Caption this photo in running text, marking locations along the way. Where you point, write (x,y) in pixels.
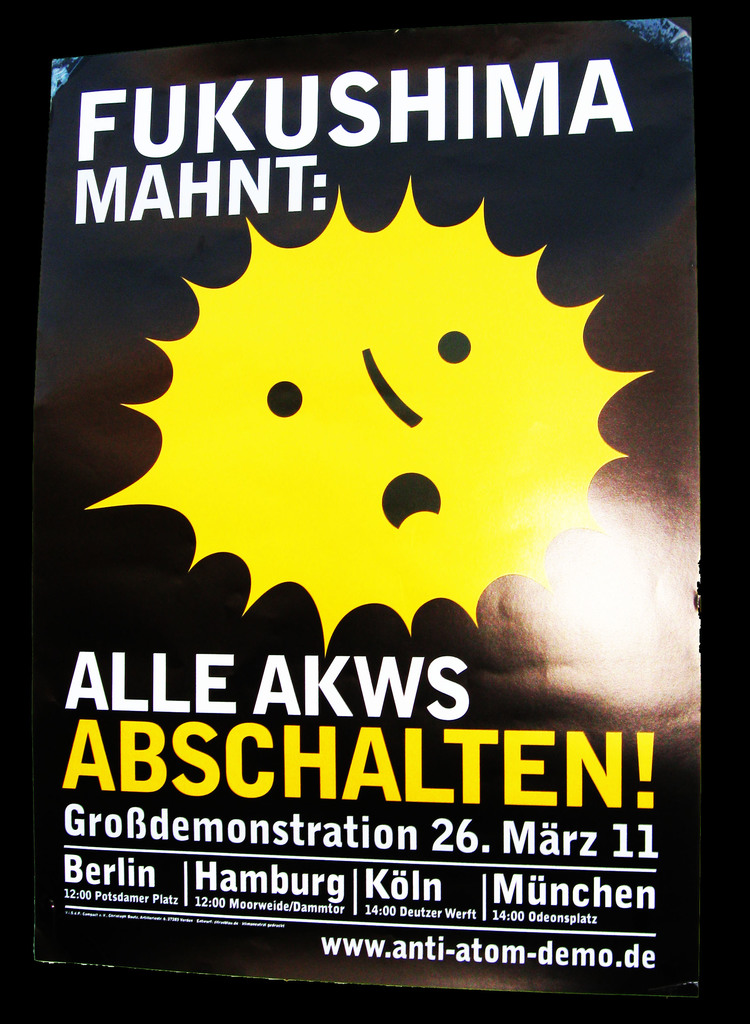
This is a poster and in this poster we can see some text (90,656) and in the background (31,45) it is dark.
